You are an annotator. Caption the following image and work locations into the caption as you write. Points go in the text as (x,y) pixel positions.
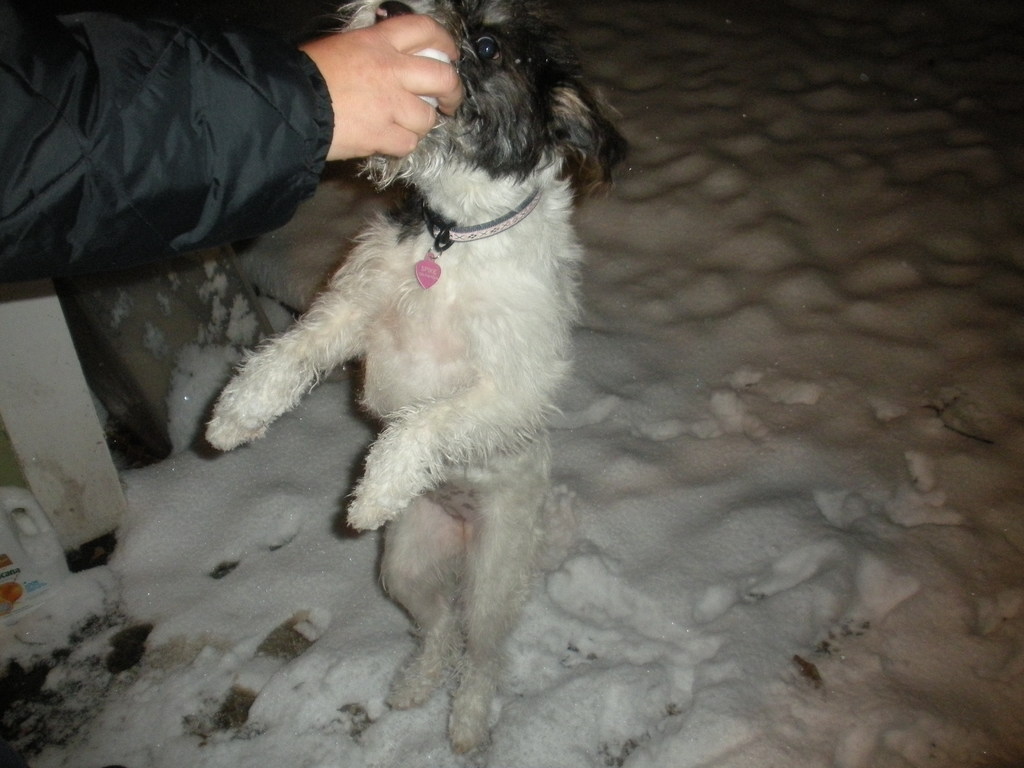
In this image we can see a dog (426,334), there is a ball (423,53) in the hand (385,88) of a person (237,198), there is a wooden pole (51,304), also we can see the snow (293,414).
